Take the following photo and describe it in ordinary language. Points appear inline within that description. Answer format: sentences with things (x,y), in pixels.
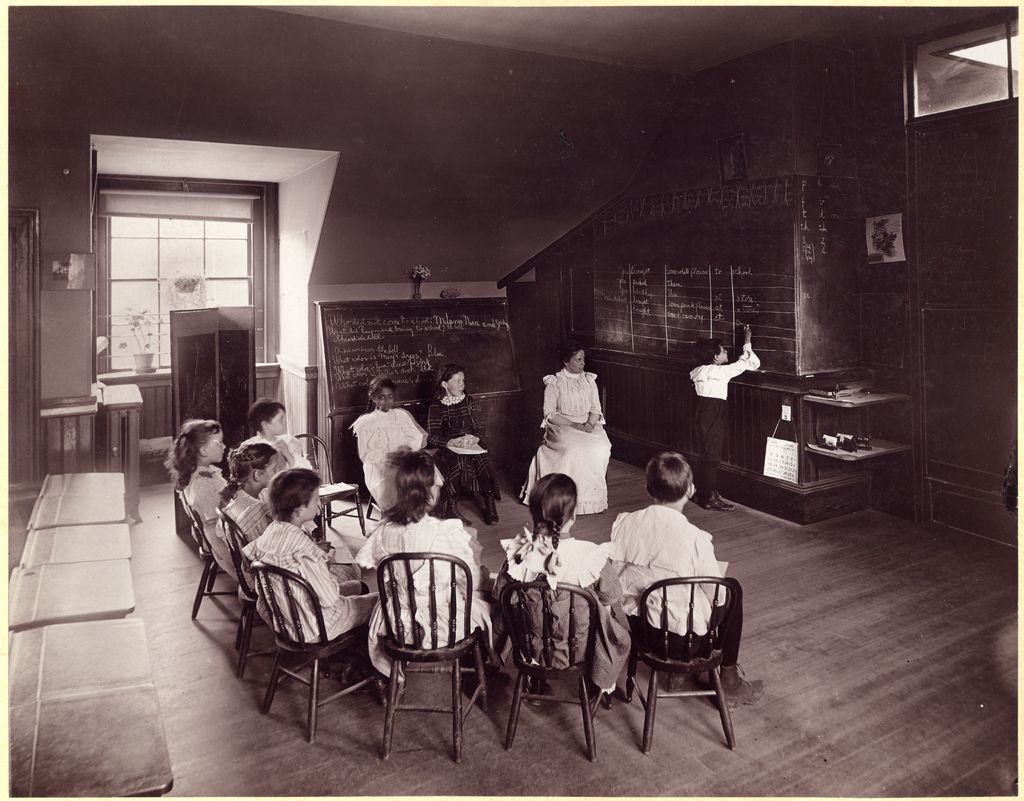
In the image we can see there are lot of people (448,486) who are sitting on chair (576,609) and there is a person (710,475) who is standing and writing on the black board (751,310) and the image is in black and white colour.
